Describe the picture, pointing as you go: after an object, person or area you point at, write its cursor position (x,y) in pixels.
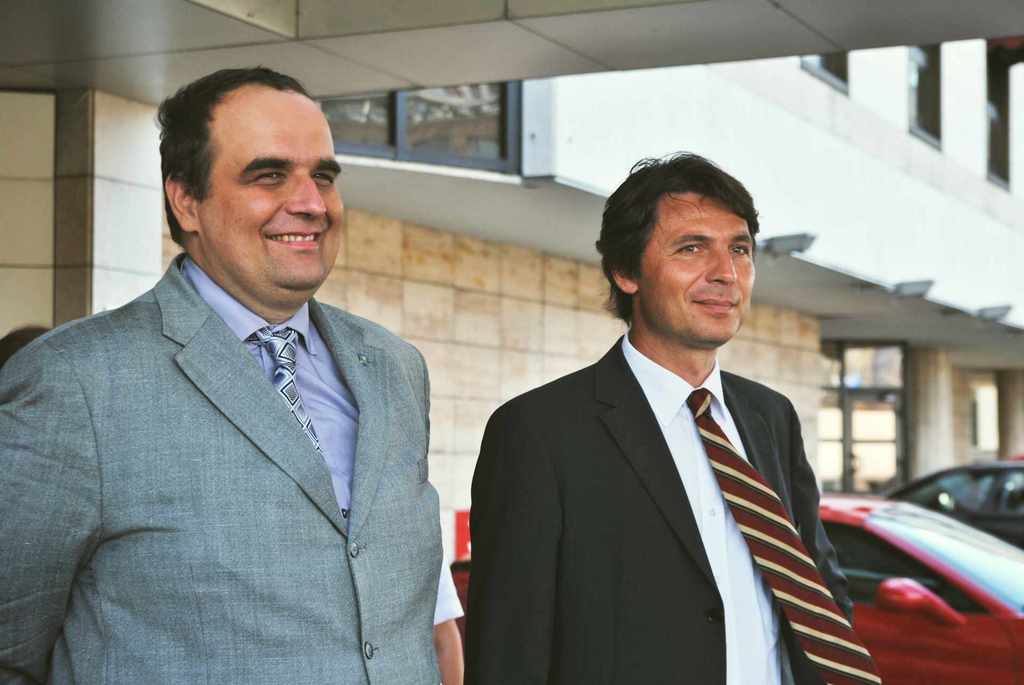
In this image we can see these two people (362,633) wearing blazers (246,373) and ties (796,586) are standing and smiling. In the background (815,263), we can see the building (601,14) and cars (935,497) parked here.
